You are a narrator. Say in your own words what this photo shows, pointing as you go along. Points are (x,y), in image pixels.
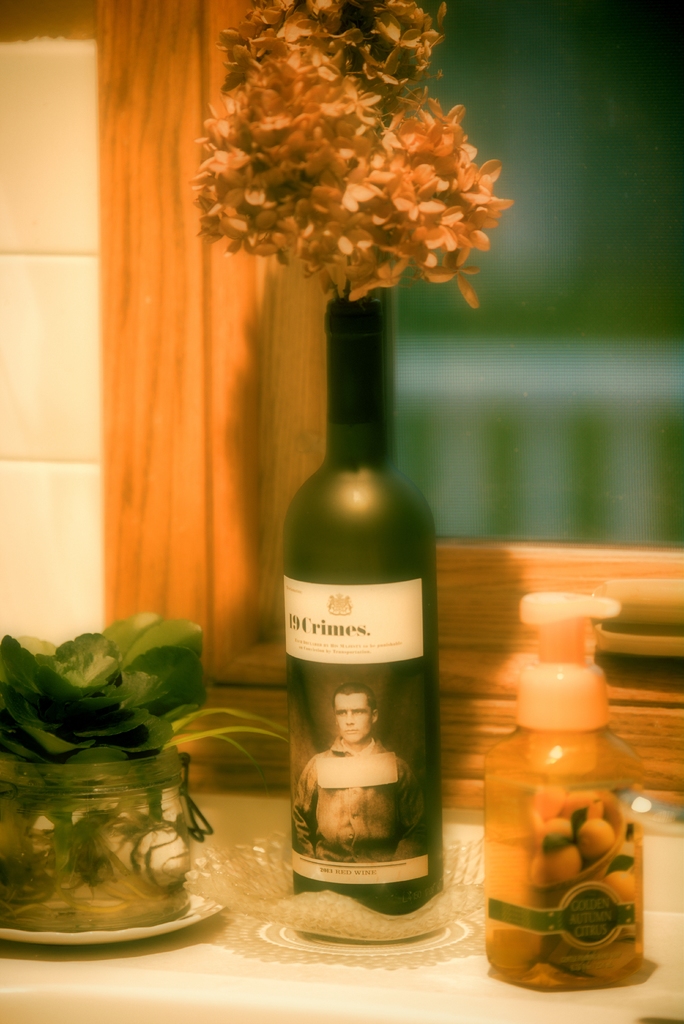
In the image we can see there is a wine bottle (348,574) kept on the table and flowers (382,160) kept in the bottle (421,740). There is liquid soap bottle (566,867) and there are plants (9,673) kept in a glass bowl (158,845).
